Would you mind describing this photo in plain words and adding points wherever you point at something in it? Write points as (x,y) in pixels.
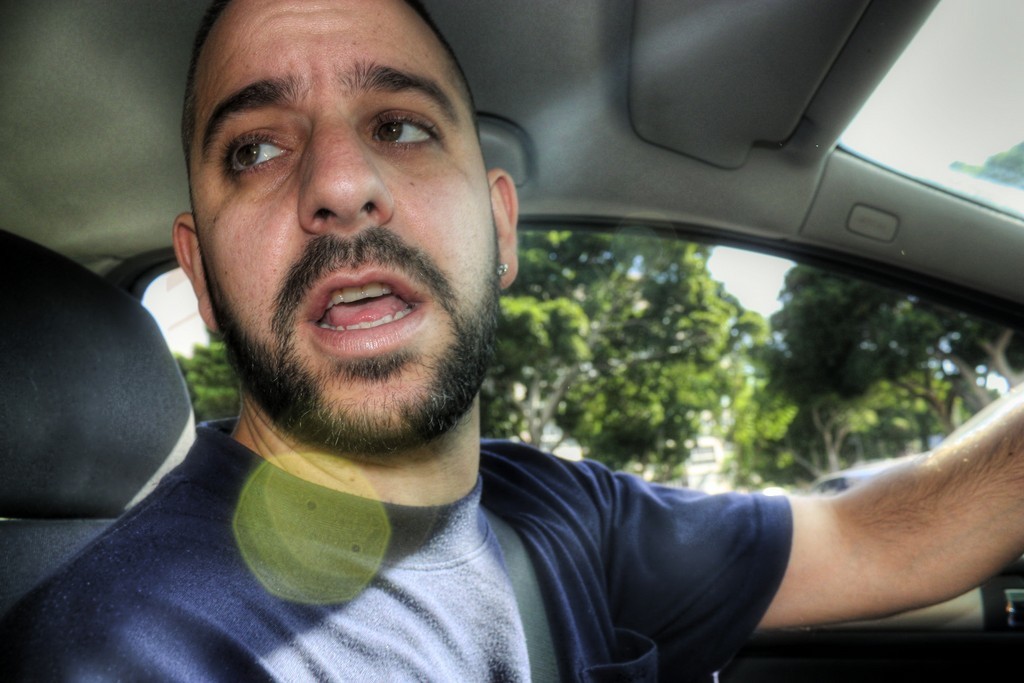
It is a picture in a vehicle (155,112). A man (397,489) in blue shirt (330,582) is sitting in this vehicle (54,349). He is talking because his mouth (369,291) opened. In the background (854,407) there are trees (678,348). Sky (729,276) is clear and sunny.
